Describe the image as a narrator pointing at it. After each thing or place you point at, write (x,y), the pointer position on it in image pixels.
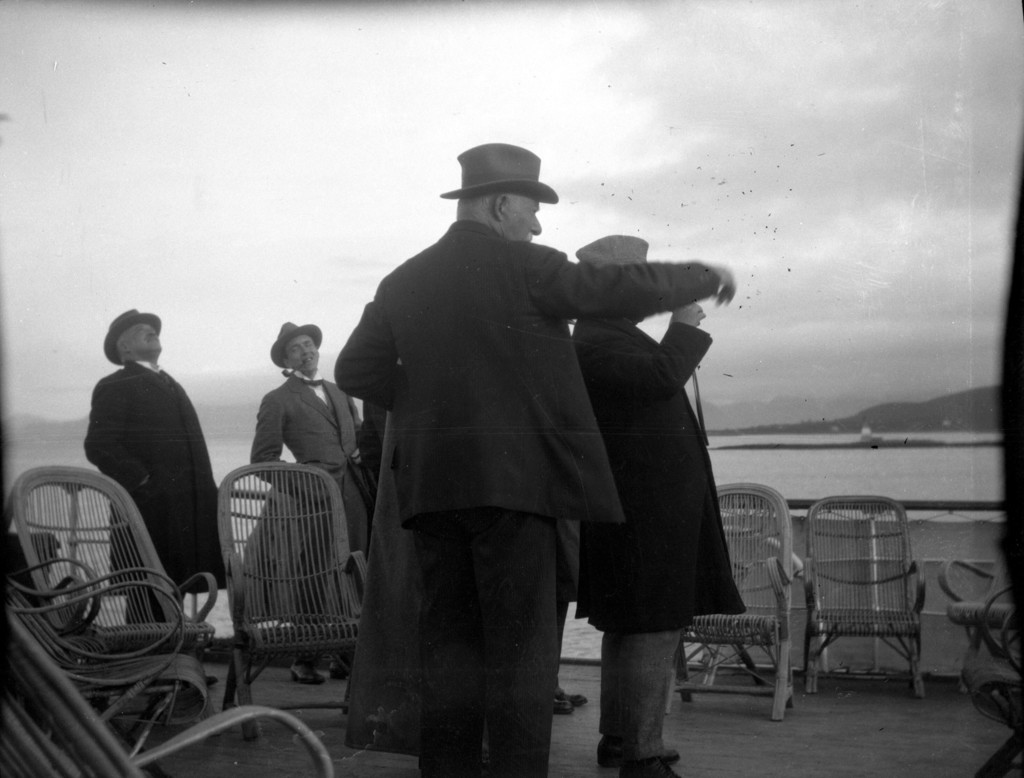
This is a black and white image, in this image there are people (547,439) standing on a floor (589,737), around them there are chairs (779,602), in the background (789,470) there is a river (881,464) mountain (848,424) and the sky (410,174).
